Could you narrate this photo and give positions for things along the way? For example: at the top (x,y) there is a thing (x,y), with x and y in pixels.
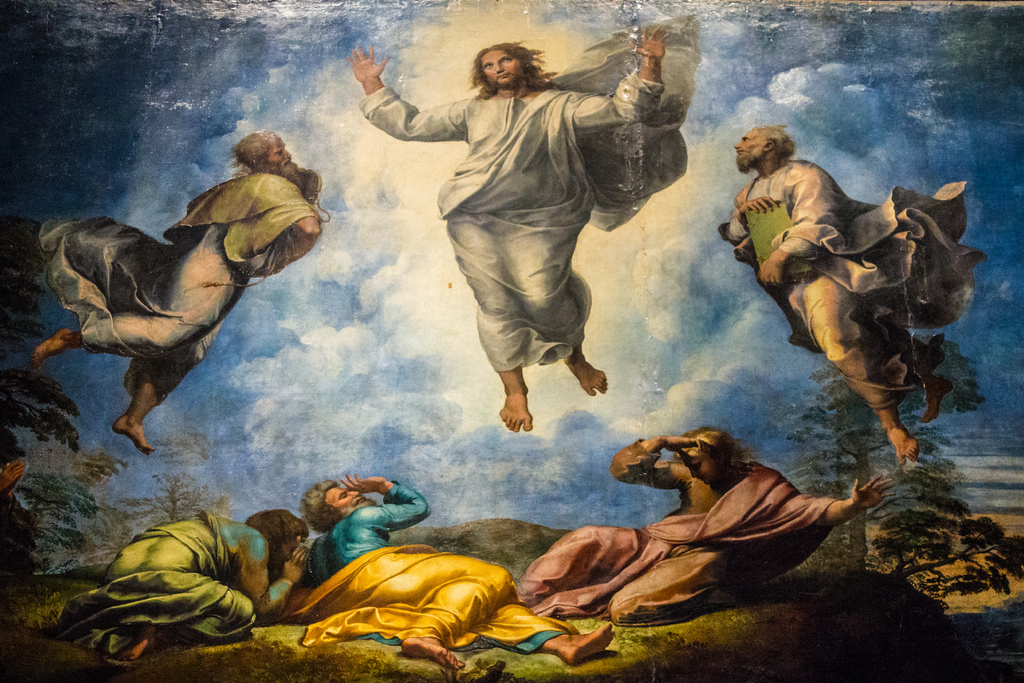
In this image we can see a picture (393,430). In the picture (443,516) there are persons (366,509) flying in the air (624,245) and some are lying on the ground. In the background (204,494) there are sky (687,196) with cloud (659,269) and trees (4,259).
